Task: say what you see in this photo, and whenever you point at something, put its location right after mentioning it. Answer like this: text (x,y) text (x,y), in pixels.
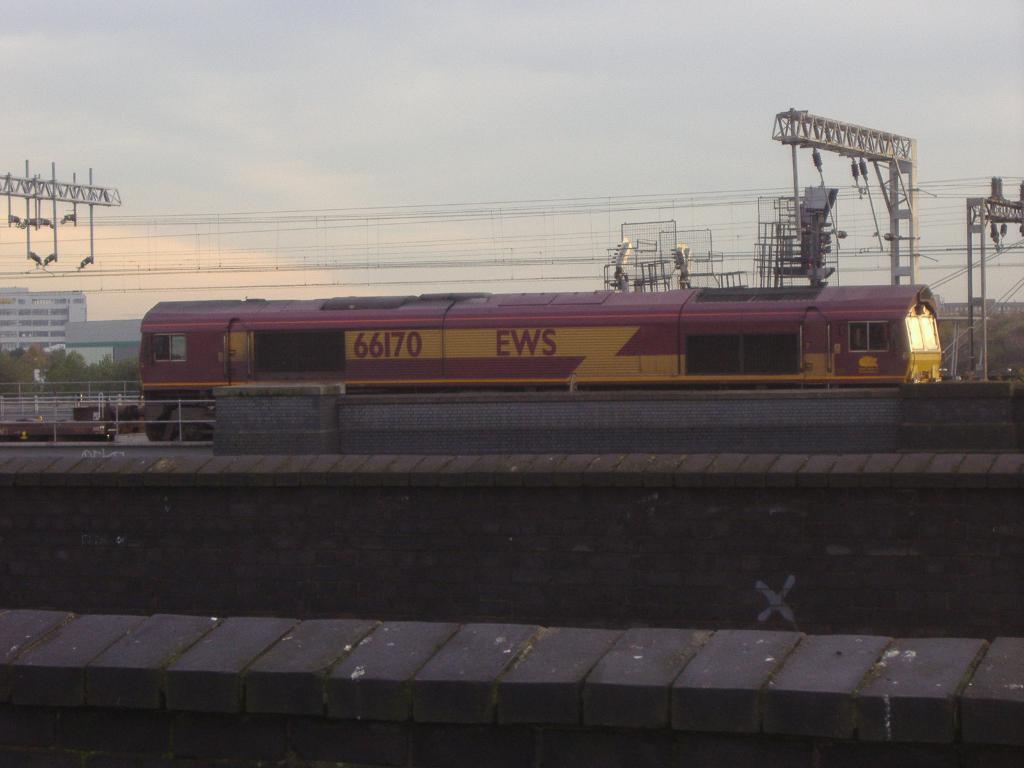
In this picture we can see a train (731,352) and railings (82,423) in the middle (665,370), there are poles (810,269) and wires (958,248) on the right side (912,232), in the background (28,328) we can see trees (92,371) and buildings (73,335), there is the sky (468,78) at the top of the picture (362,95).
